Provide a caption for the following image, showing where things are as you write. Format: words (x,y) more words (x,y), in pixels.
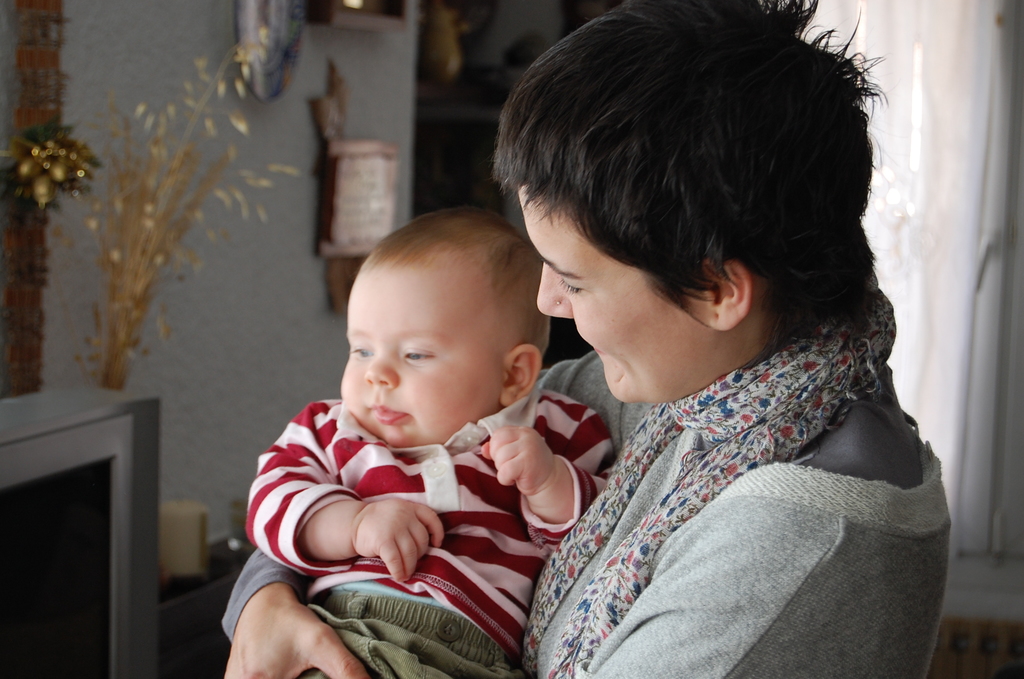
In the picture we can see a woman (598,650) holding a baby (441,654) and the woman (705,643) is with short hair (768,138) and near them, we can see a part of television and behind it, we can see a wall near it we can see some artificial plants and some things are placed on the wall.
